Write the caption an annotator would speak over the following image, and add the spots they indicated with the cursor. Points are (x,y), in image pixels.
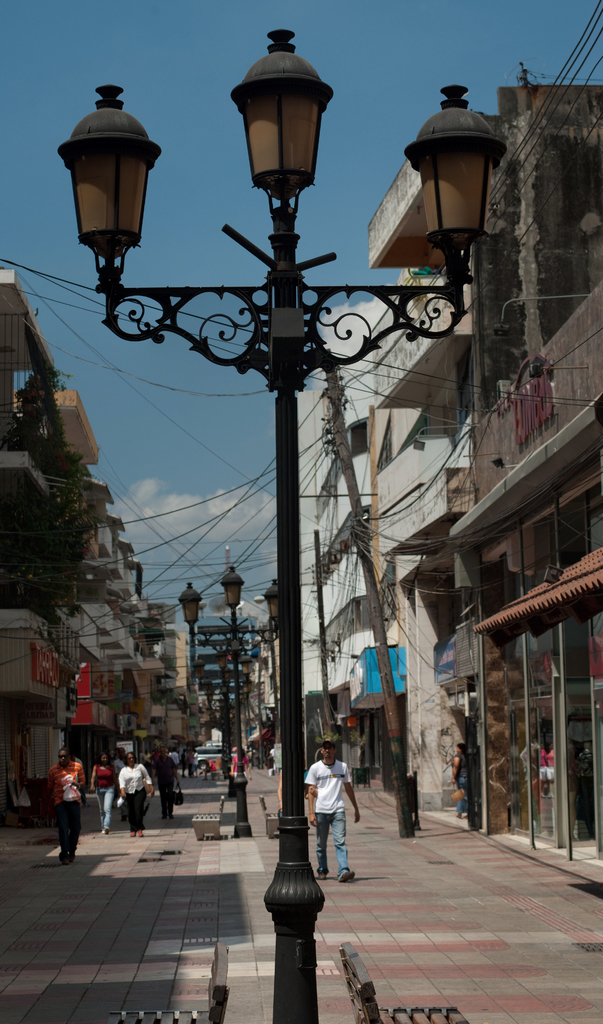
In this image I can see in the middle (294,474) there is a pole (258,252) with lights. At the back side (367,712) few people (109,766) are walking, there are buildings (430,570) on either side. At the top (192,74) it is the sky (201,78).
